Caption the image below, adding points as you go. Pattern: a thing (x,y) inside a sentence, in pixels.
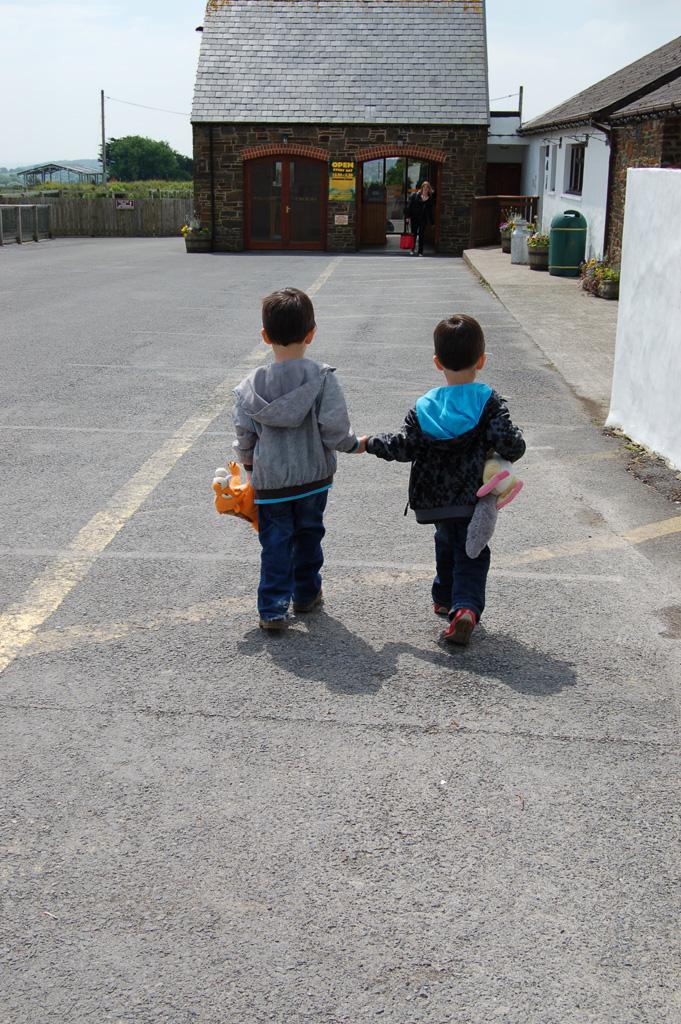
In this image we can see the two kids (296,460) holding the toys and walking on the road (405,289). In the background (299,11) we can see the houses (484,69), trash bin (556,235), flower pots (595,263), fencing wall (69,208), barrier (510,200) and also the trees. We can also see the poles (103,131) with the wires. Sky (160,94) is also visible in this image. We can also see a person (430,199) standing.
